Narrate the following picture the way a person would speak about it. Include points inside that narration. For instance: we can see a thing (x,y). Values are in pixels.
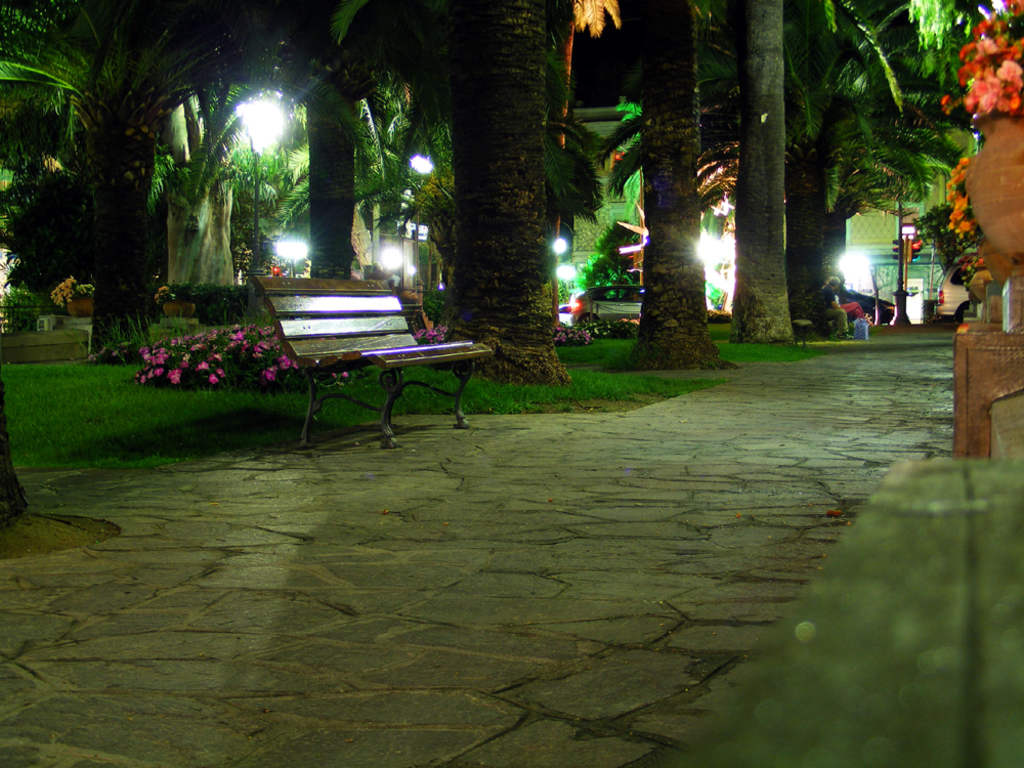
In the image we can see there are many trees (666,82) and lights (398,246). This is a footpath (419,577), bench (384,379), plant (281,371), flowers (217,355), pole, pot (986,171), building (602,207) and a dark sky (638,35). We can even see there is a person (824,295) sitting and wearing clothes (836,308).
